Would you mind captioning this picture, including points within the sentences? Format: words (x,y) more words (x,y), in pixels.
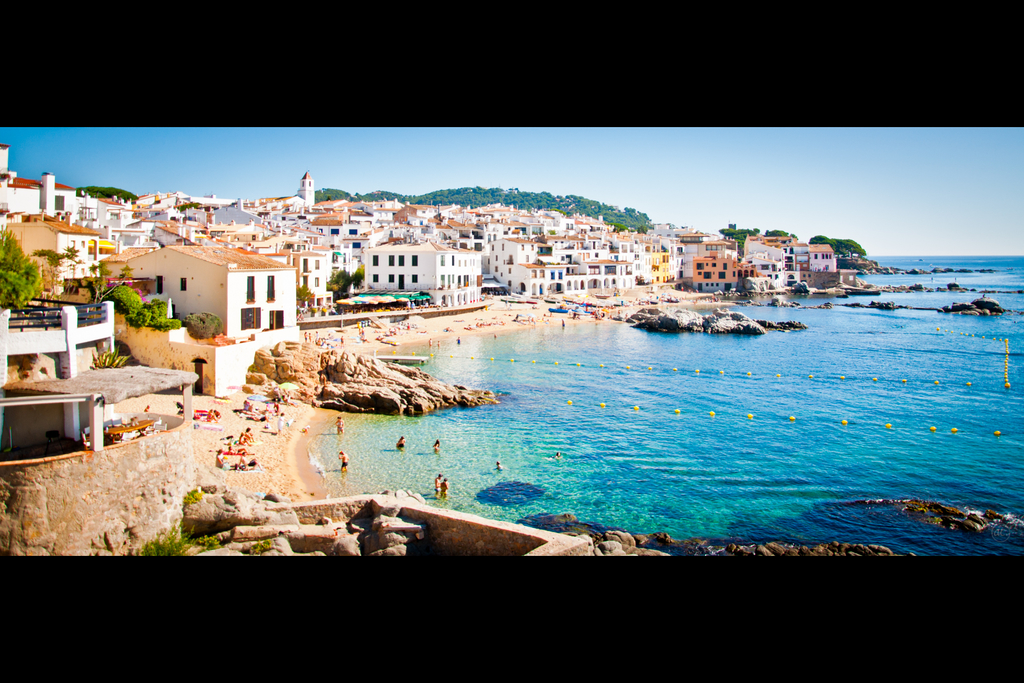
In this picture we can see a group of people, rocks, water (581,464) and some objects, here we can see buildings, houses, trees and we can see sky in the background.
